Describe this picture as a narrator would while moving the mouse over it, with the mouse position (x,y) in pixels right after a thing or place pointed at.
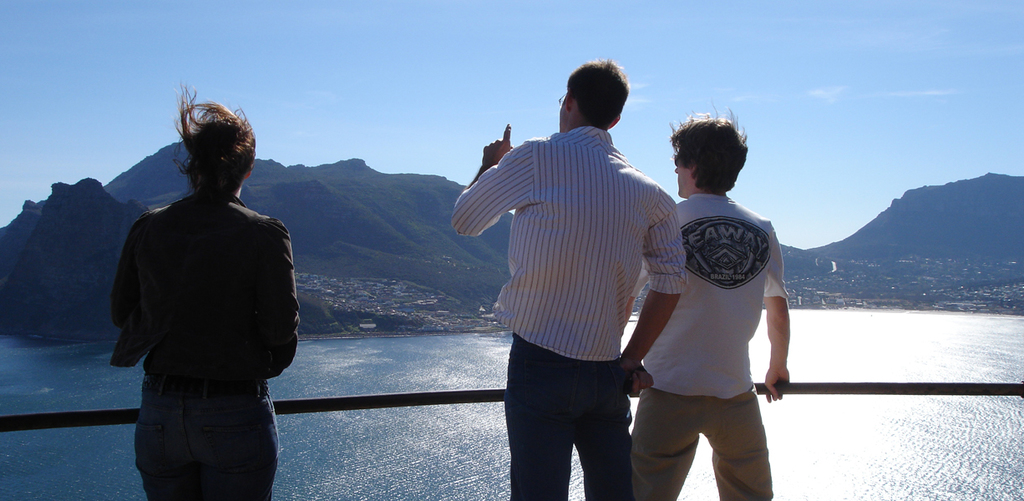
In this image I can see three persons (543,167) are standing near the fence (402,400). In the background (354,343) I can see a lake (354,343), houses (431,321), trees (436,268) and mountains (423,268). At the top (408,66) I can see the sky (477,83). This image is taken during a day.
